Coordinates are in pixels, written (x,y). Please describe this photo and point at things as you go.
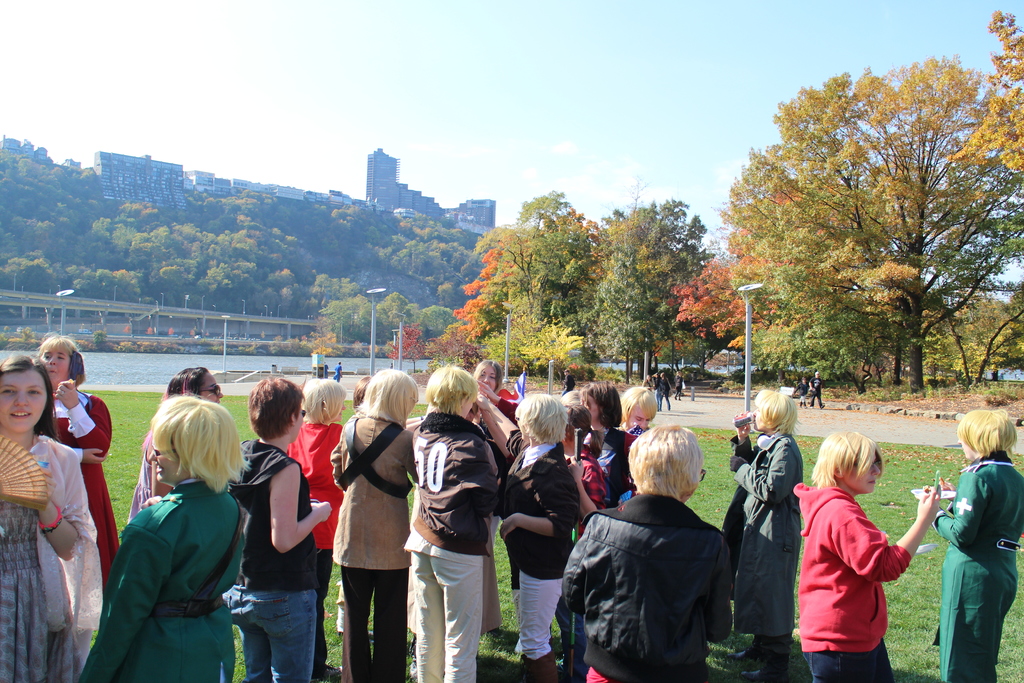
There are people (582,412) and we can see grass (955,450), lights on poles (394,332) and trees (388,343). In the background (314,352) we can see water (162,358), bridge (157,317), trees (335,341), plants (139,347), buildings (419,195) and sky (646,199).
